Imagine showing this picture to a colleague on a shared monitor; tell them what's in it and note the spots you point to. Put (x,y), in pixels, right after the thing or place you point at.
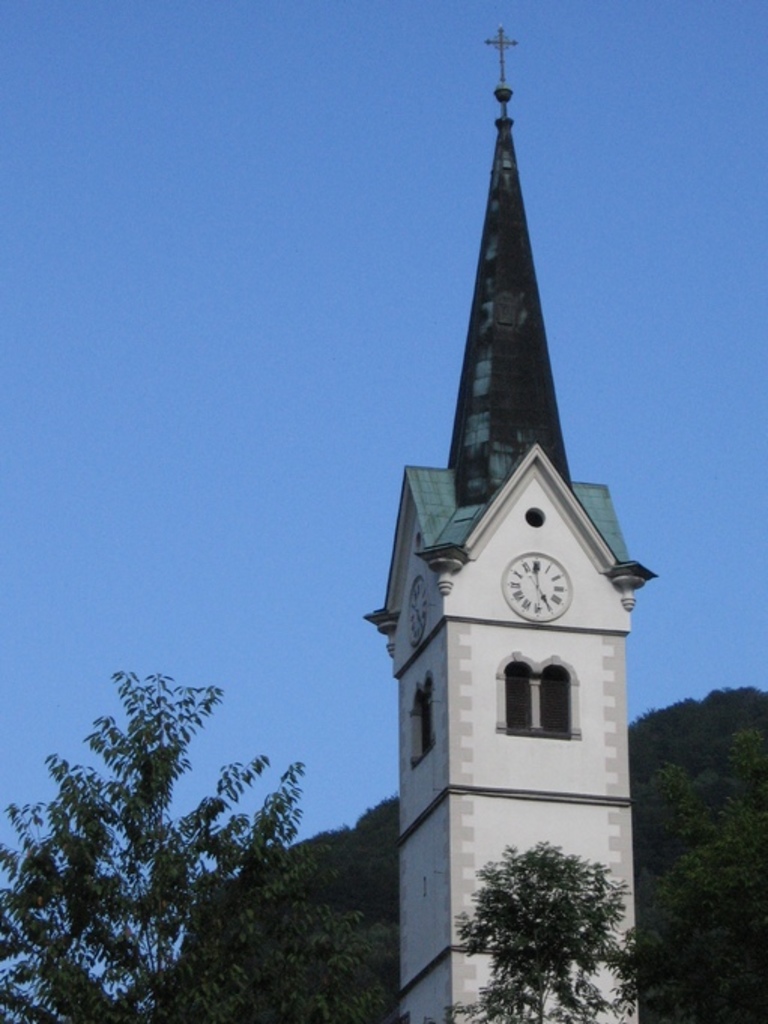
In this image, I can see a clock tower (454,875) and the trees (364,881). In the background (200,584), there is the sky (321,261).
